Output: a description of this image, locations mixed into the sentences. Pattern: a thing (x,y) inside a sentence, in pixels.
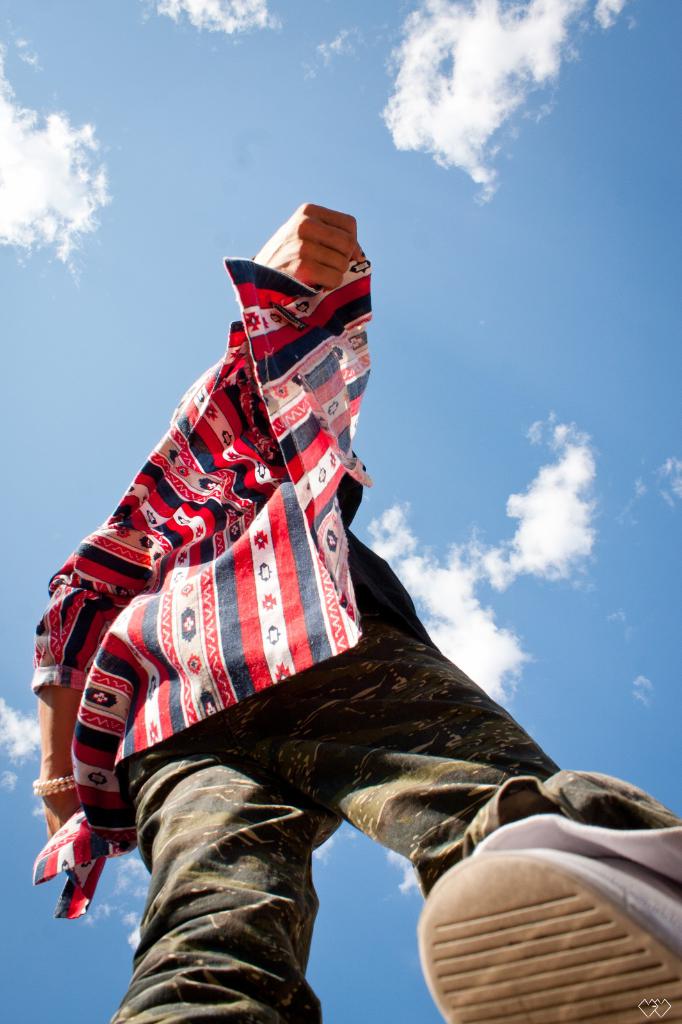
There is a person (264,747) wearing shirt (160,497). In the background (164,202) there is sky (469,261) with clouds (481,173).
